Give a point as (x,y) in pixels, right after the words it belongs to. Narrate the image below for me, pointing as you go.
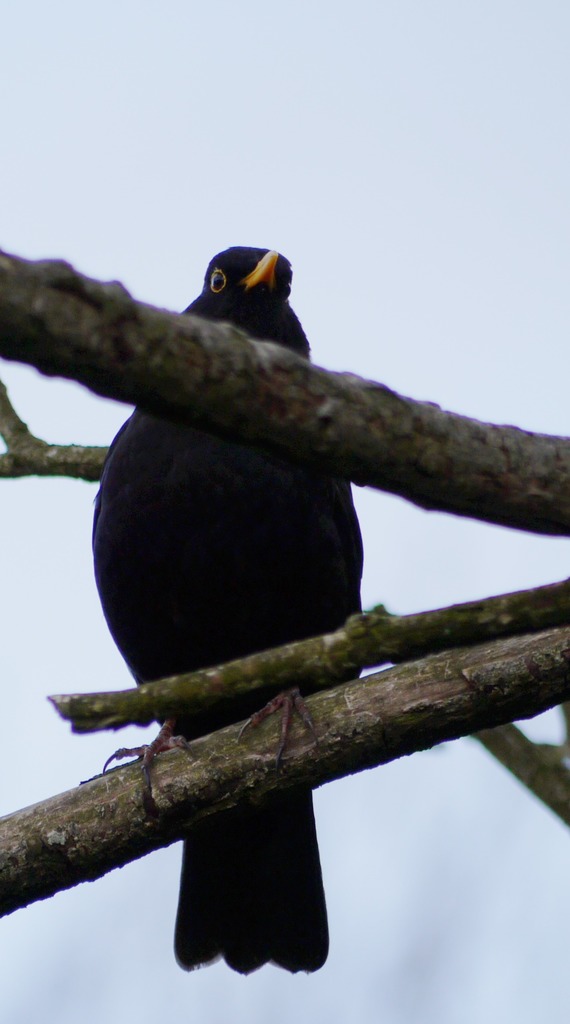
In the center of the image (326,667) we can see branches (505,509). On the wood (355,631), we can see one bird (285,568), which is in black color. In the background (323,225) we can see the sky (255,237) and clouds (354,123).
